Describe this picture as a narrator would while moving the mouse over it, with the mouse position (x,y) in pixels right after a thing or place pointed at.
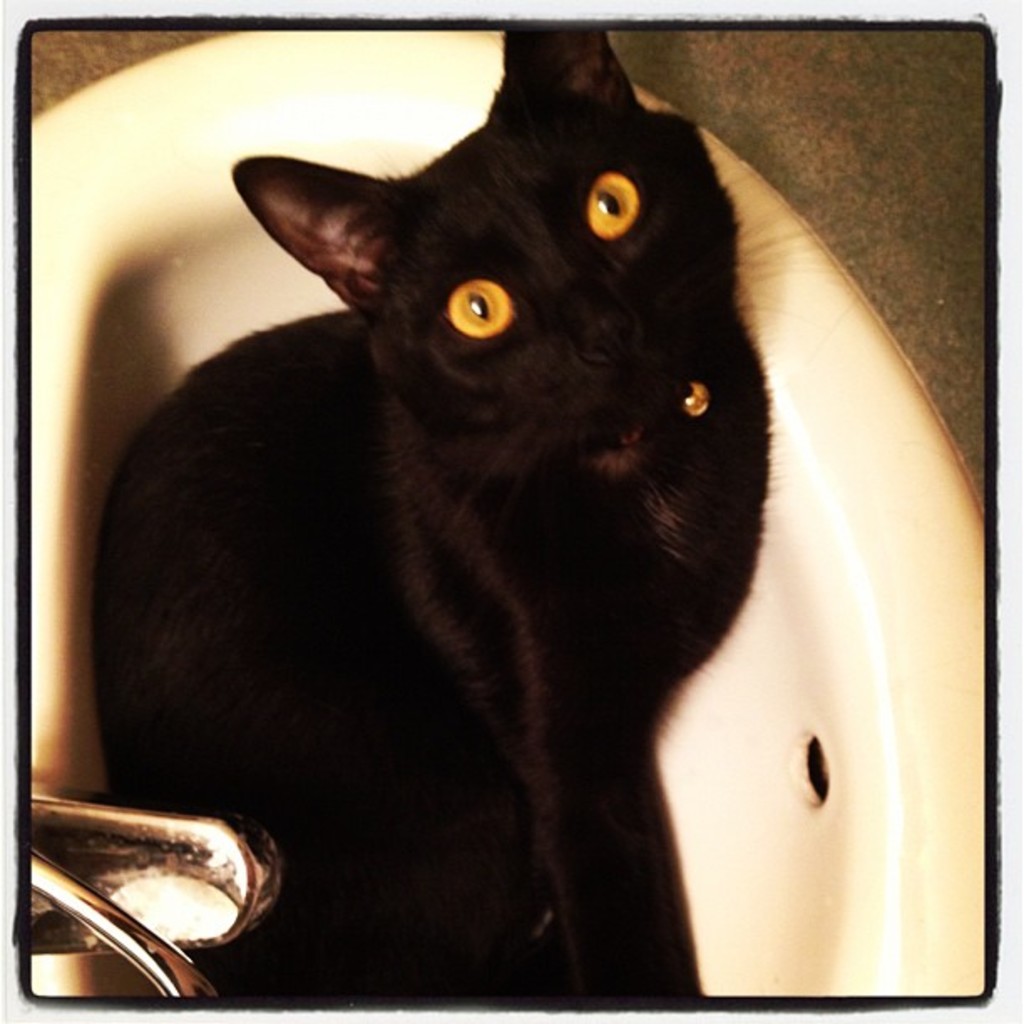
In this image, we can see a black cat (483,579) in the white sink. Left side (67,878) bottom corner, we can see silver tap (135,889). Top of the image (900,166), we can see the surface (835,187).
